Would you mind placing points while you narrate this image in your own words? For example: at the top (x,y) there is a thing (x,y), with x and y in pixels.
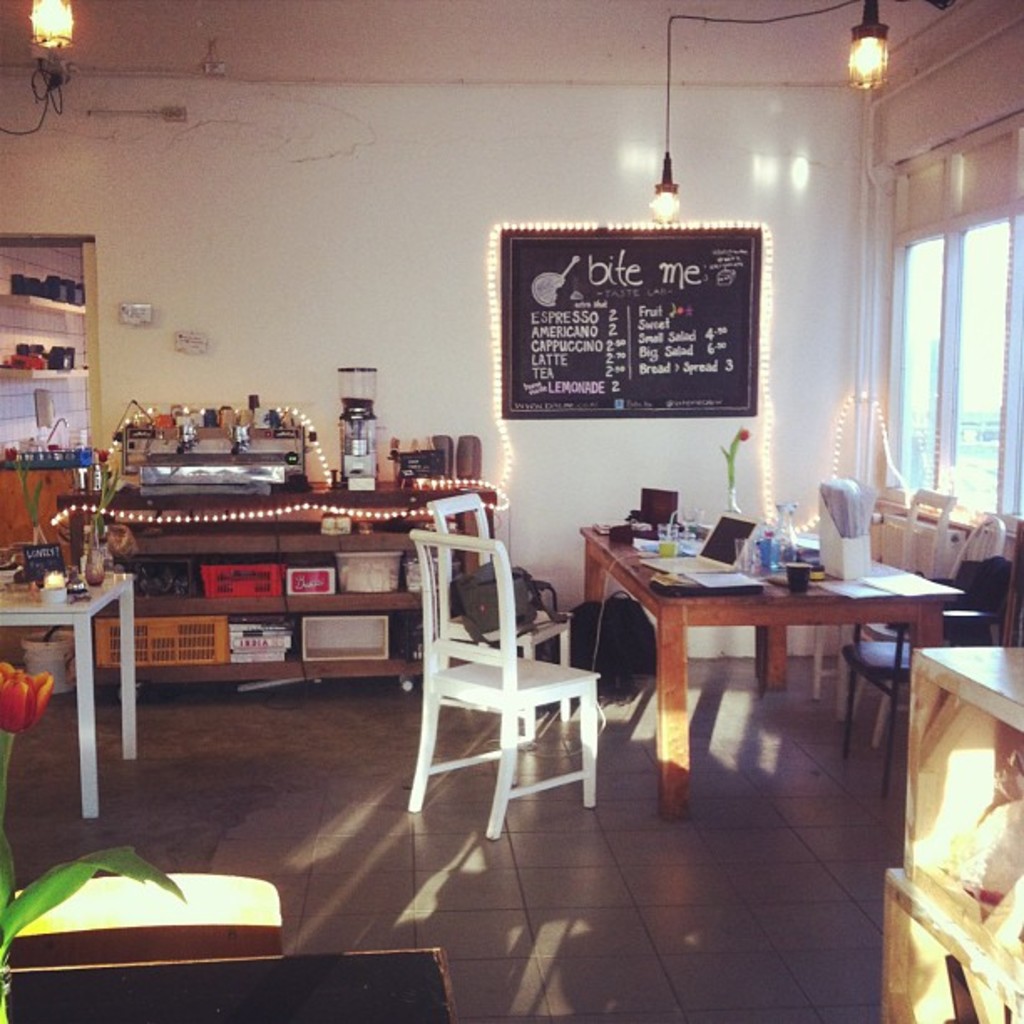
In this image we can see a table (765,578), there is a laptop (720,552), glass (692,522), flower vase (726,501) and some objects (784,562) on it, there are chairs (501,646), there are bags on the ground (625,774), there is a table (348,539) there are baskets (251,589), there are lights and some objects (362,378) on it, on the left (121,672) there is a table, there are flower vases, there is a wall (711,434) and board (536,383) on it and some matter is written on it, there is a door (83,321), there are some objects (73,291) on the shelf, there are lights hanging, there are lamps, there is a glass window (973,302).
